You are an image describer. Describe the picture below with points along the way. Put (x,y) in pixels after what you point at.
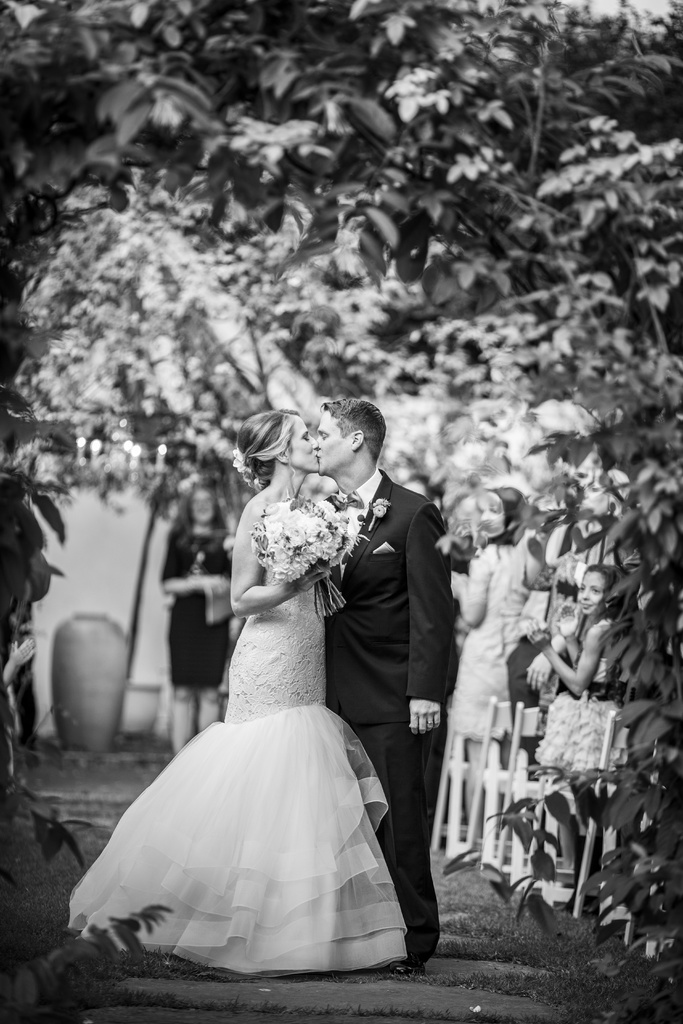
As we can see the image is in black and white. In between there is a couple (295,654), they are standing and kissing to each other and the woman (287,610) is holding a flower bouquet (311,551) and she is wearing a long frock (258,787). The man (377,560) is wearing a formal suit (403,680) and at the either side of the couple (343,582) there are people (458,630) standing and at the back (56,369) there are trees (530,263) which are decorated for the wedding.
